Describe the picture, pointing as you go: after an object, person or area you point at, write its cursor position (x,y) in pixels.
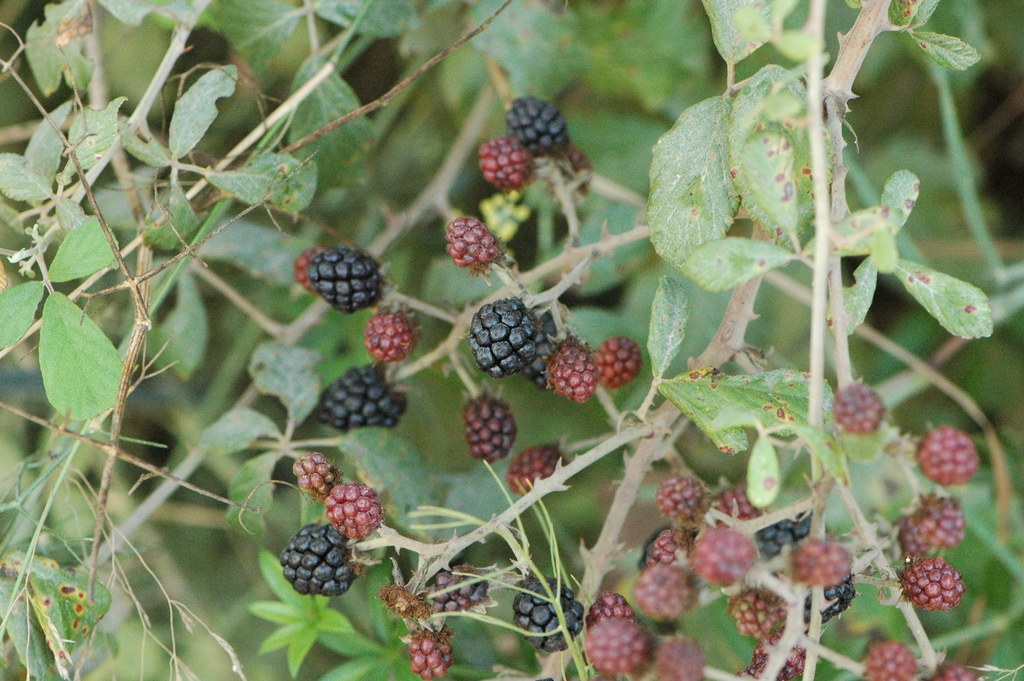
In this image we can see some fruits (623,668) which are red and black in color, also we can see some plants (50,610).
